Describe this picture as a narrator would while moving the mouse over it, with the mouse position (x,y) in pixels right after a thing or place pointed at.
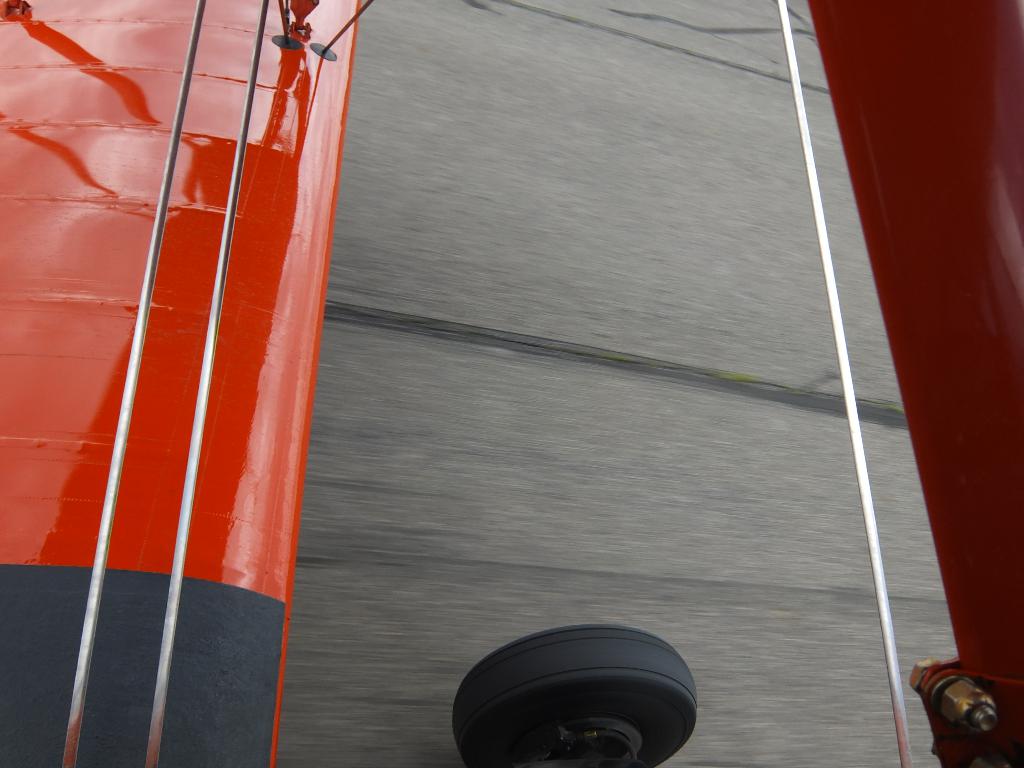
At the bottom of the image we can see a tire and on its sides there are some rods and red colored objects (19,343), which looks like an airplane wing (226,313).
